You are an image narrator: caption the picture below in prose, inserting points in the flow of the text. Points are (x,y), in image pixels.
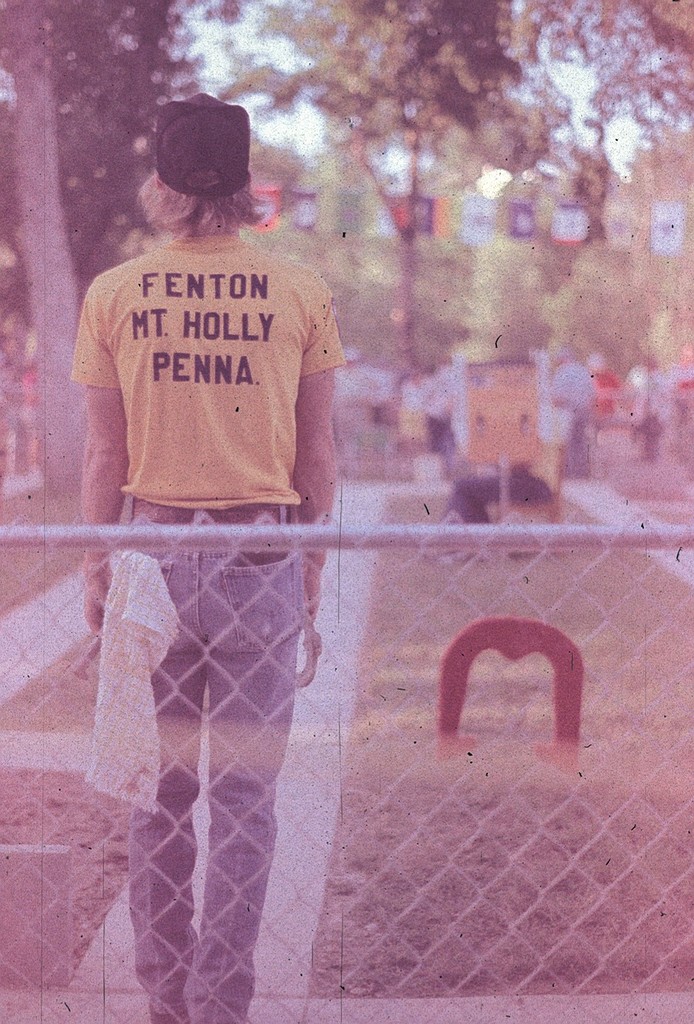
In this image we can see one person (252,510) with black cap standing near the fence (216,533), the background (685,203) is blurred, some objects (433,478) on the ground (202,858), two objects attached to the fence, some people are sitting, some people (658,383) are standing, some banners (670,206), one pole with stand (495,464), some trees (676,198) and grass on the ground (52,601).
